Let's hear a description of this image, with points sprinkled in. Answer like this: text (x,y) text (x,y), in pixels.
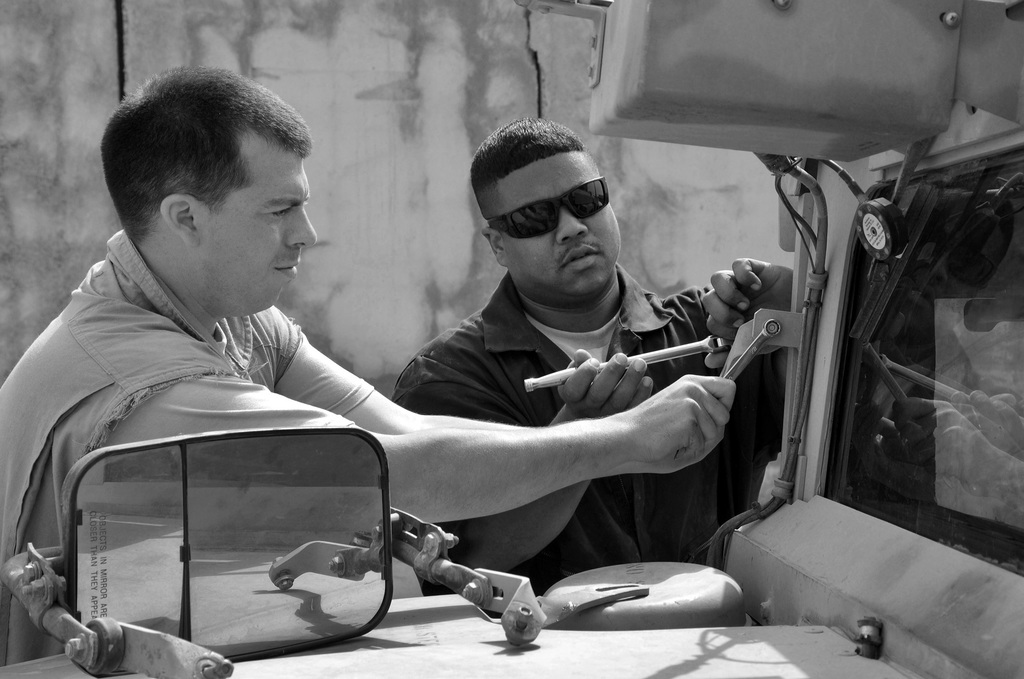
In this black and white image there are two persons (354,425) repairing a vehicle (712,639) and on the bonnet (390,641) there is a mirror (200,465) of a vehicle (393,609). In the background (396,205) there is a wall (404,182).
